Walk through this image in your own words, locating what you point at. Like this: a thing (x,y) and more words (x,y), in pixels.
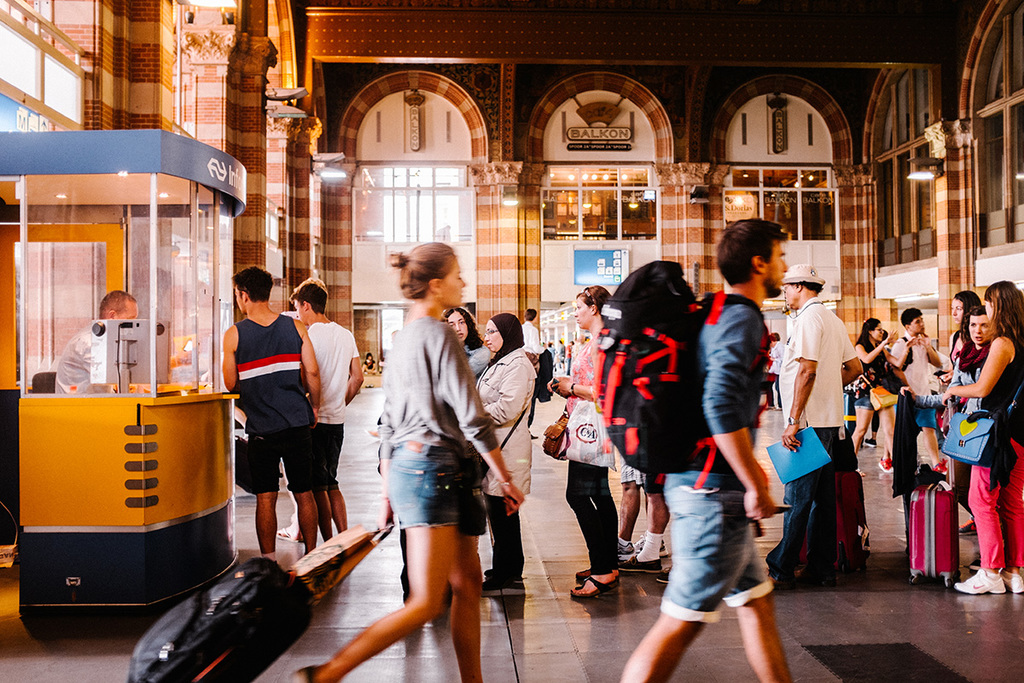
In the picture we can see a hall (1006,172) with some people (989,491) are standing in a queue (284,438) near the counter (15,144) and in it we can see a man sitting near the desk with monitor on it and some people (709,407) are walking with travelling bags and in the background (837,179) we can see pillars (842,313) and glass walls (986,172).
